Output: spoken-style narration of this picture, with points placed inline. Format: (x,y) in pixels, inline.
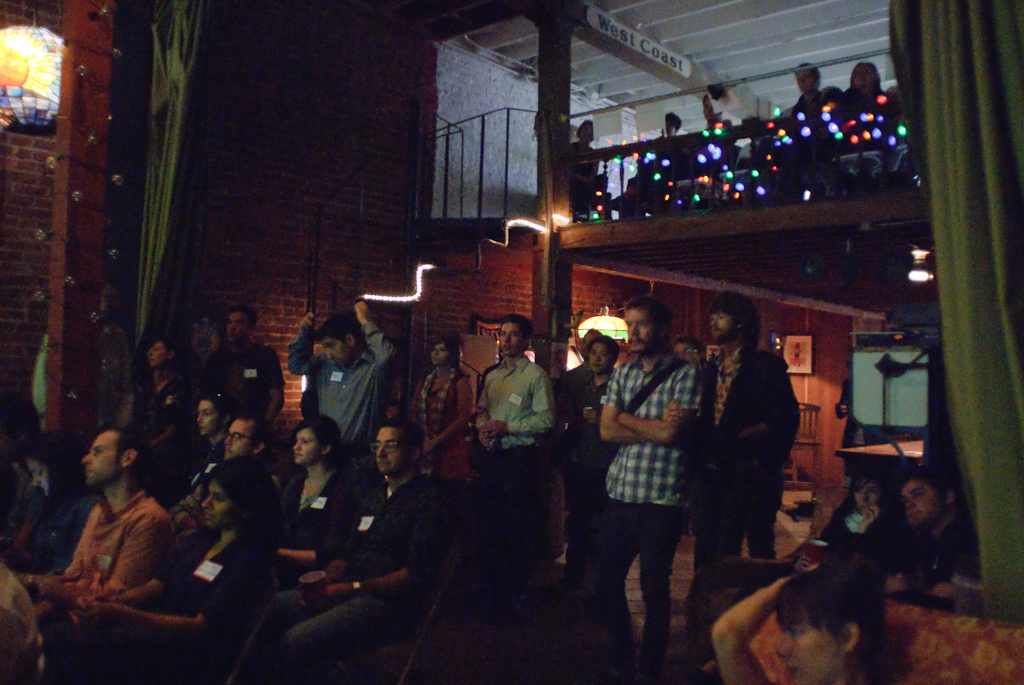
This image is taken from inside. In this image there are a few people (534,411) sitting and standing, there are curtains (188,193) and a decoration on the pillar (89,176) and railing (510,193), behind the railing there are a few people (668,134) sitting. In the background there is a frame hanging on the wall (835,328).
